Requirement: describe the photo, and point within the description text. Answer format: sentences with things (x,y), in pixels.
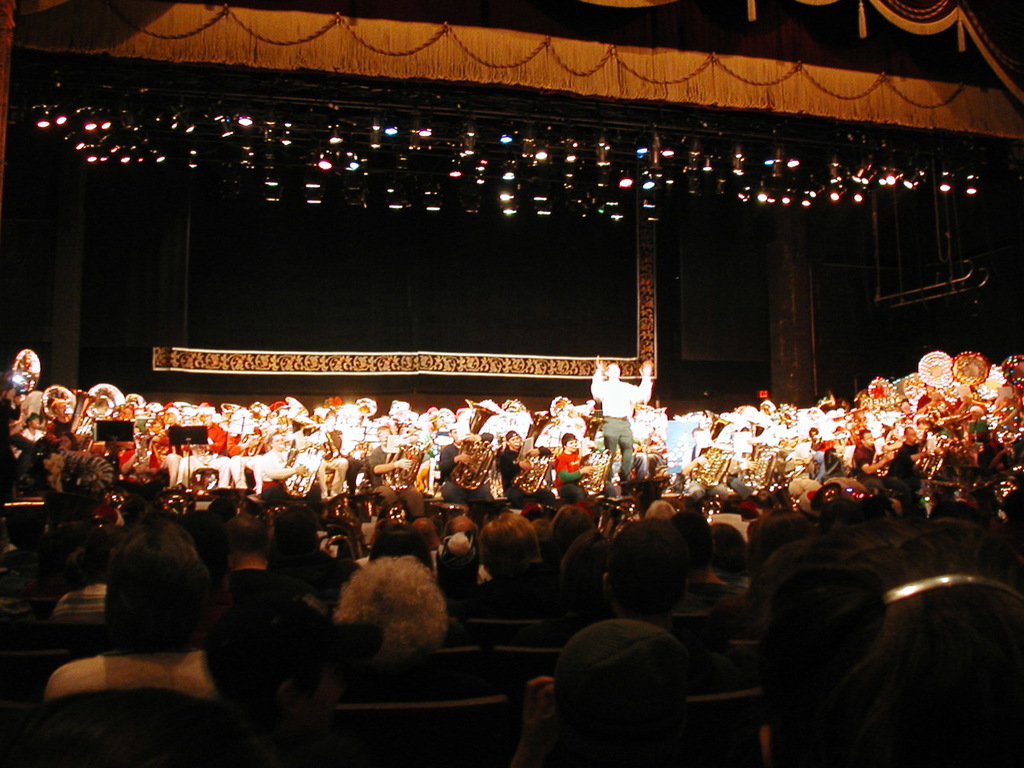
In this picture I can see group of people (321,686) sitting on the chairs (483,739), there are group of people (535,494) holding musical instruments (327,420), there are musical book stands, and in the background (475,316) there are curtains (630,54) and focus lights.
